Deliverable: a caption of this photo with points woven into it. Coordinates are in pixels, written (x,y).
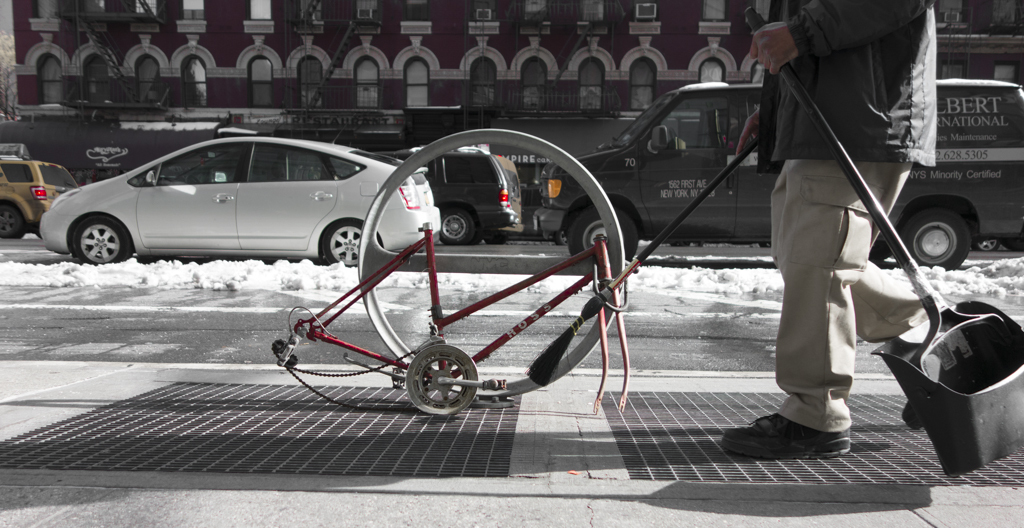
This picture is clicked outside. On the right (780,71) there is a person (827,256) holding some objects (895,342) and walking on a sidewalk (326,408). In the center (417,200) we can see the group of vehicles (720,162) seems to be running on the road (552,250) and we can see the small portion of the snow (741,269) lying on the ground (178,300). In the background (199,32) there is a building (270,47) and the metal rods (117,56).
